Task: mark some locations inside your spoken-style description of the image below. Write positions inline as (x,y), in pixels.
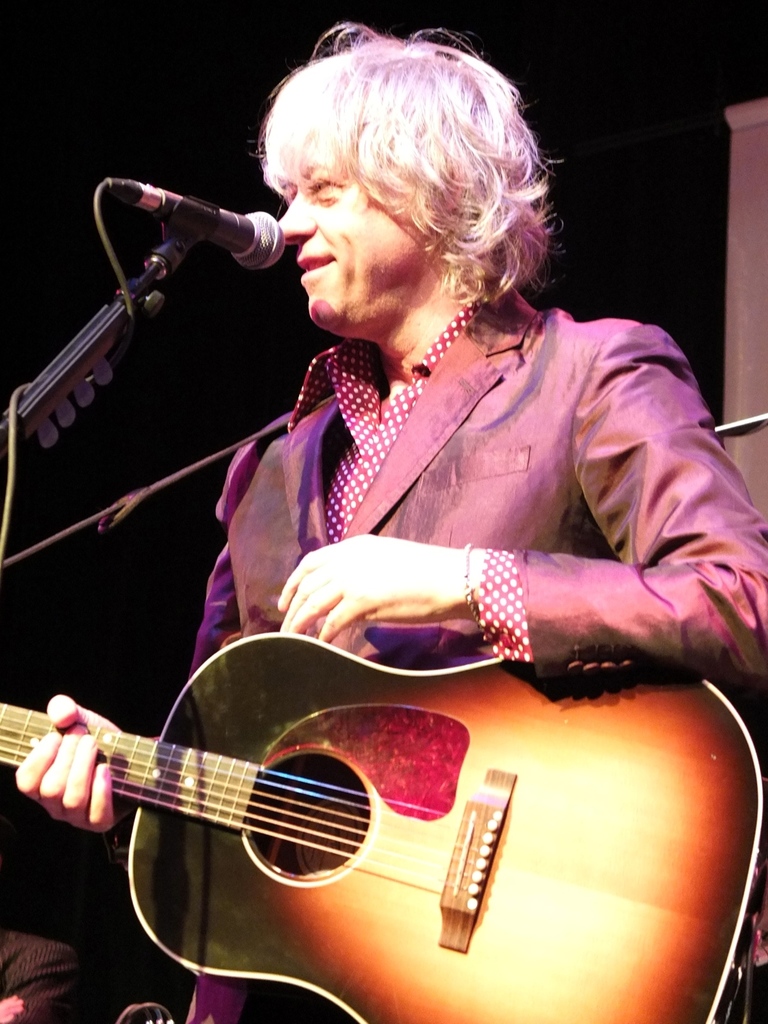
In this picture we can see a person (463,272) is standing and smiling, and holding a guitar (352,698) in his hands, and in front (188,225) there is the microphone (176,220) and stand (113,316).
